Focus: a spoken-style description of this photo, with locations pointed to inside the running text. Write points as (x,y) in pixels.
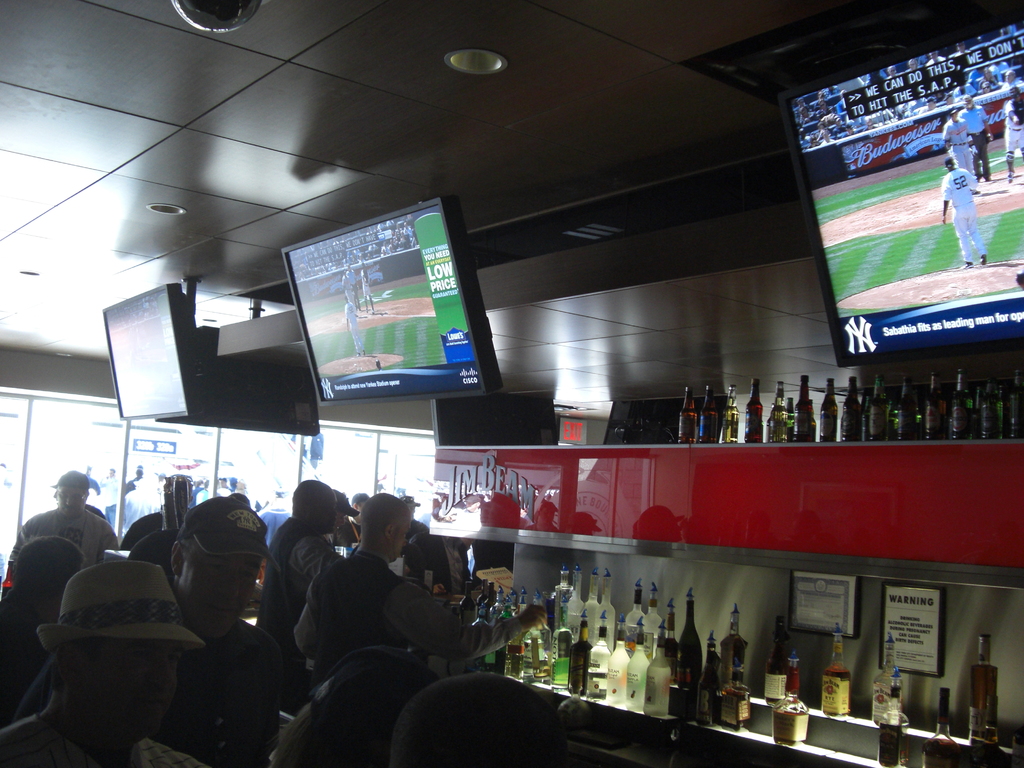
On the left side of the image (197,584) there few people (232,638) standing. On the right side (759,511) there is a rack (708,622). On the rack (632,514) there are few bottles (602,637) are arranged. At the top of the image (400,125) there is a ceiling (395,143) and some monitors (432,296) are attached to it.
